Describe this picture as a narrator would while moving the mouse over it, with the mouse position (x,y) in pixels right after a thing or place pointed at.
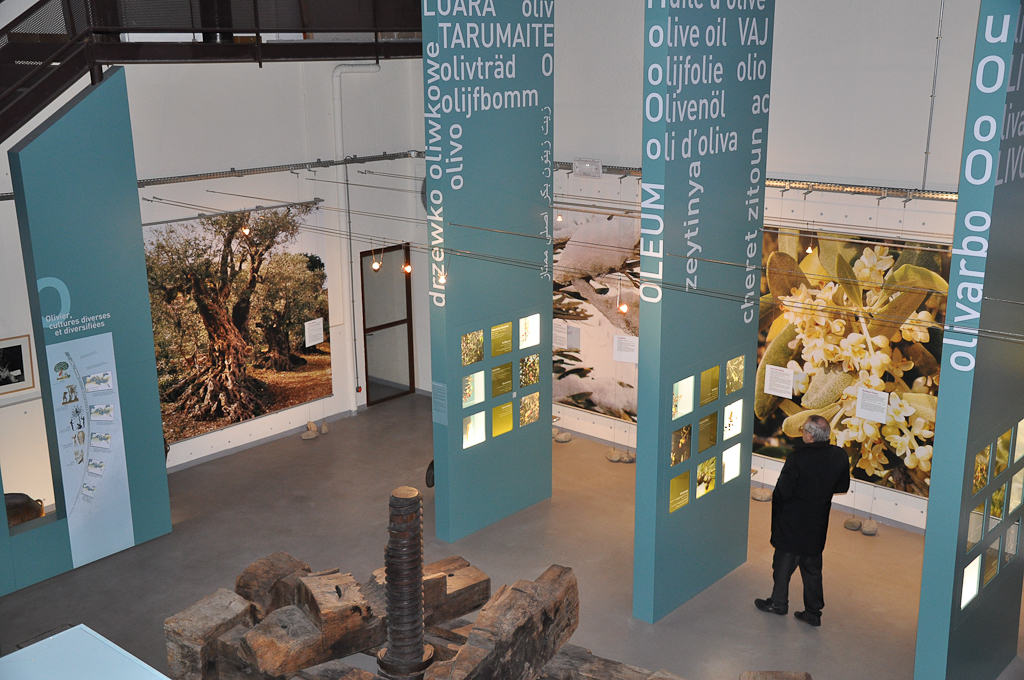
In the image I can see a person (790,529) is standing on the floor (794,619). I can also see photos (585,239) and some other objects (948,358). In the background (382,297) I can see a door (385,327), lights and some other objects (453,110) on the wall (307,114). In front of the image I can see some objects (386,579) on the floor (379,564).
